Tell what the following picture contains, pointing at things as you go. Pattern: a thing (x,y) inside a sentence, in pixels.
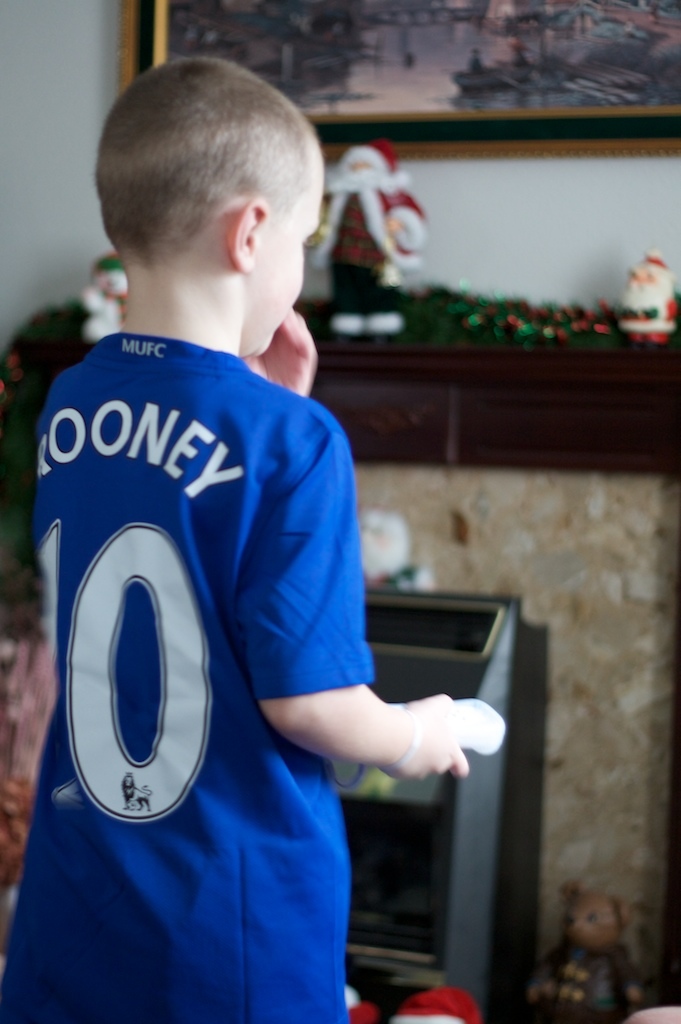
There is a boy (231,550) in blue color t-shirt (287,923), holding a white color object (495,727) and standing. In the background (497,955), there are toys (612,921) and other objects (539,923) on the floor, there are toys (649,323) on the table (654,372), there is a photo frame (474,64) on the white color wall (29,179) and there are other objects (15,544).
